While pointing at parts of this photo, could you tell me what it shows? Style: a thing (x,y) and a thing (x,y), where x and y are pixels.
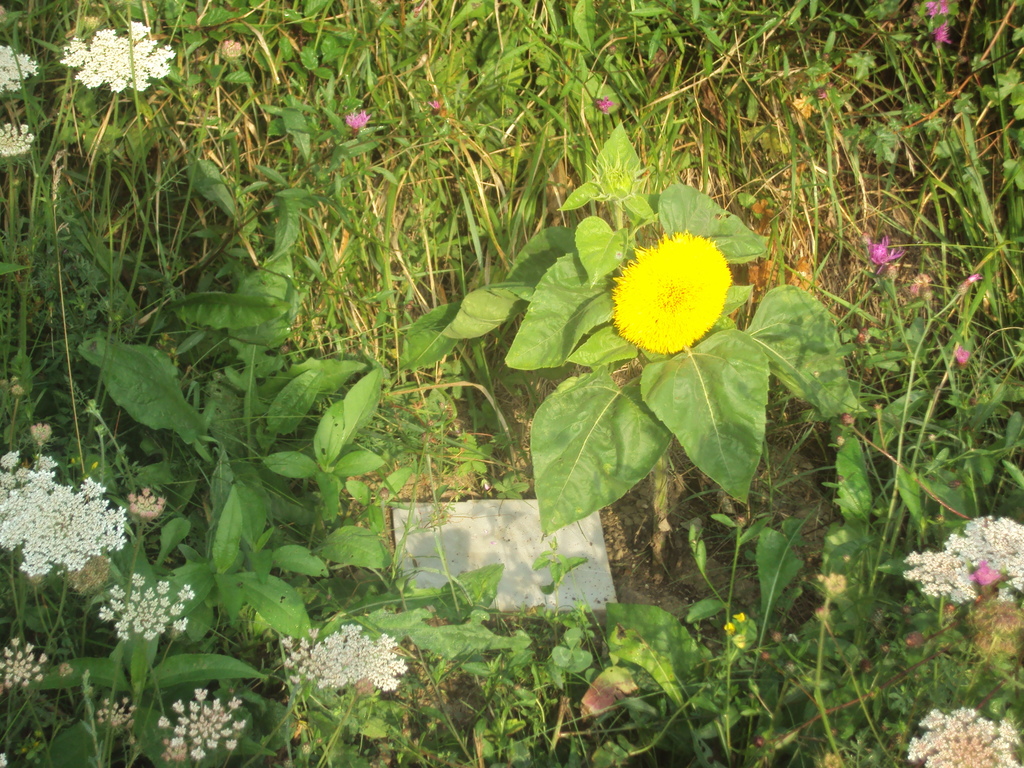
In this picture I can observe white and yellow color flowers (88,528) to the plants (680,695). I can observe some plants (283,198) in this picture.
